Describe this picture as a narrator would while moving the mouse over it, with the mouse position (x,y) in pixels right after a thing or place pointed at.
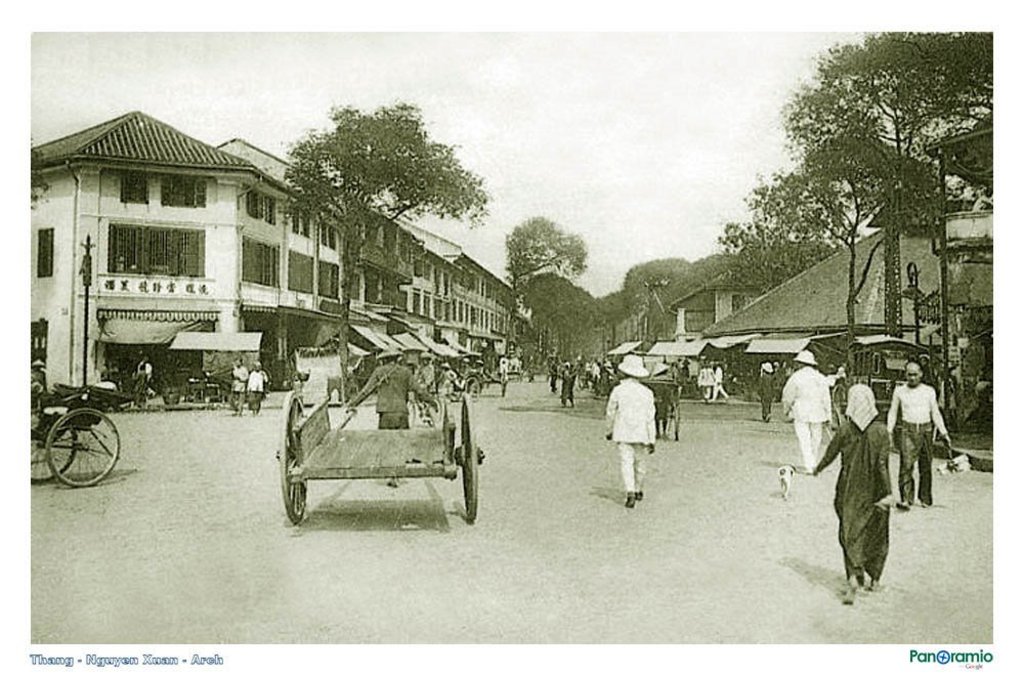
In this picture I can see the road (328,489) on which there are number of people (417,375) and few carts (677,400) and in the background (66,323) I can see the buildings (731,311), trees (779,200) and the sky (451,129). I can also see the watermarks (129,657) on the bottom of this picture (973,665).
